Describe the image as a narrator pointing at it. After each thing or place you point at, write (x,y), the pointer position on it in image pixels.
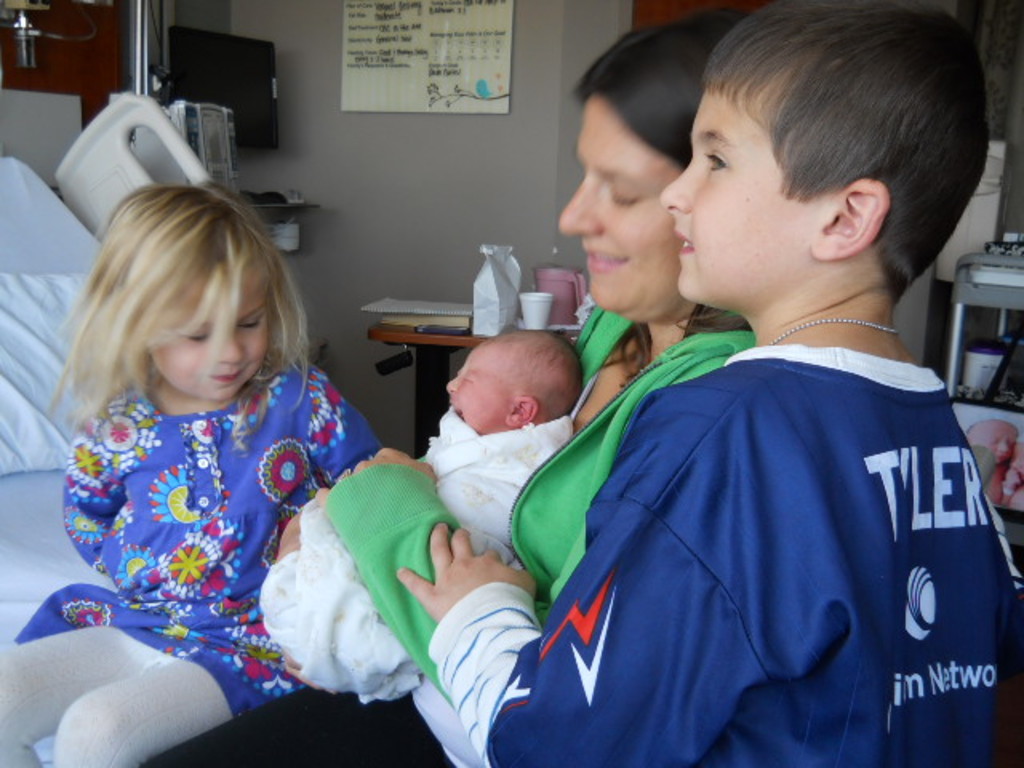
In this image I can see few people (721,294) sitting on the bed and wearing different color dresses (602,340). Back I can see cups (530,304), books (460,314) and few objects (487,310) on the table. The frame (455,50) is attached to the wall (451,198). I can see a system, wall (338,200) and few objects (289,247).
